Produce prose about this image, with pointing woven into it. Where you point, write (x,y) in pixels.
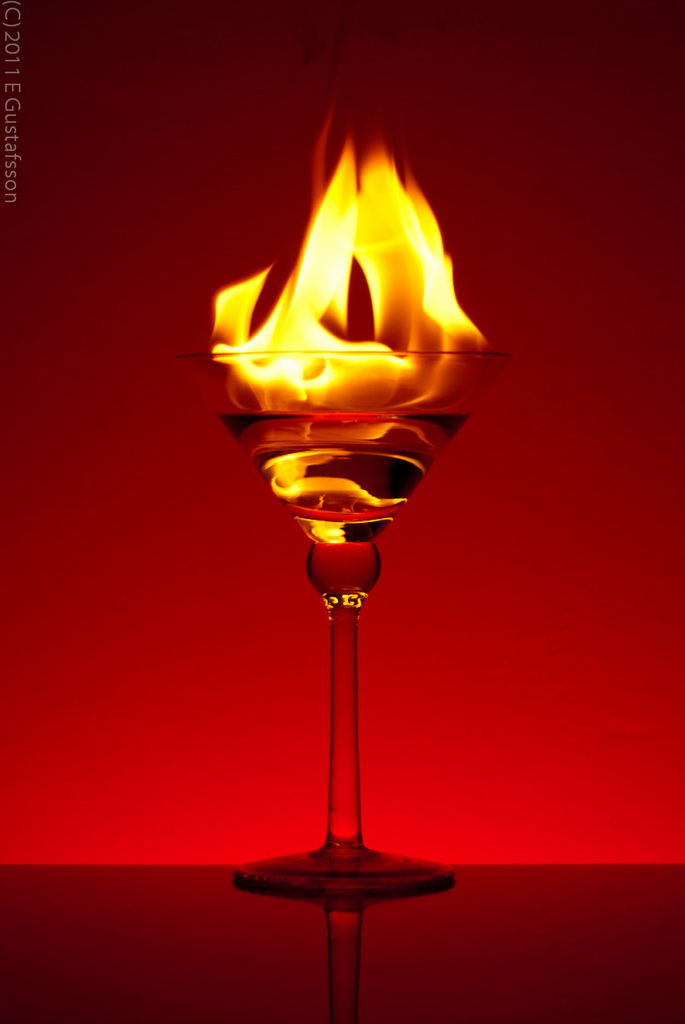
There is a fire (430,264) in the glass (446,375) which is placed on a surface (375,903). On the top left (14,4), there is a watermark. And the background (53,648) is red in color.
